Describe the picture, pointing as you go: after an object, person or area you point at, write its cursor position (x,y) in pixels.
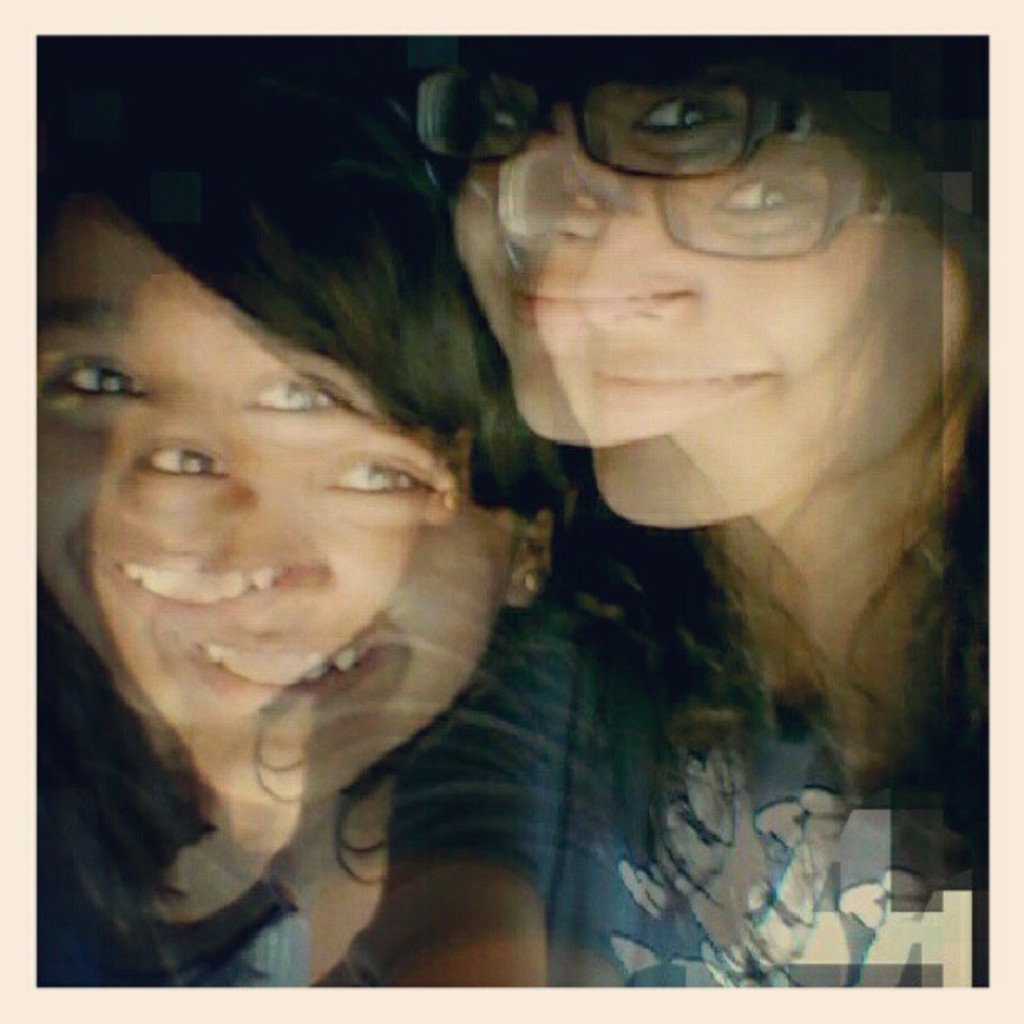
This looks like an edited image. I can see two women (598,518) smiling. This woman (610,330) wore spectacle (685,167).
